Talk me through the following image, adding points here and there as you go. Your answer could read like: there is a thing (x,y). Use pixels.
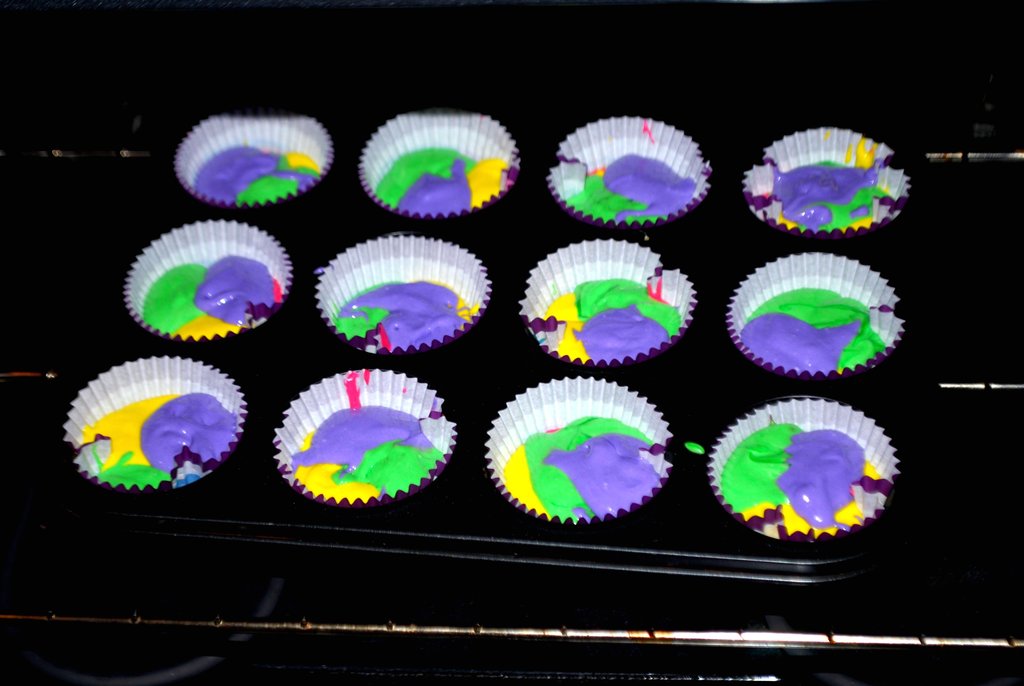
In this image, we can see some cupcake liners (765,424). There is a rod (794,633) at the bottom of the image (630,635).
